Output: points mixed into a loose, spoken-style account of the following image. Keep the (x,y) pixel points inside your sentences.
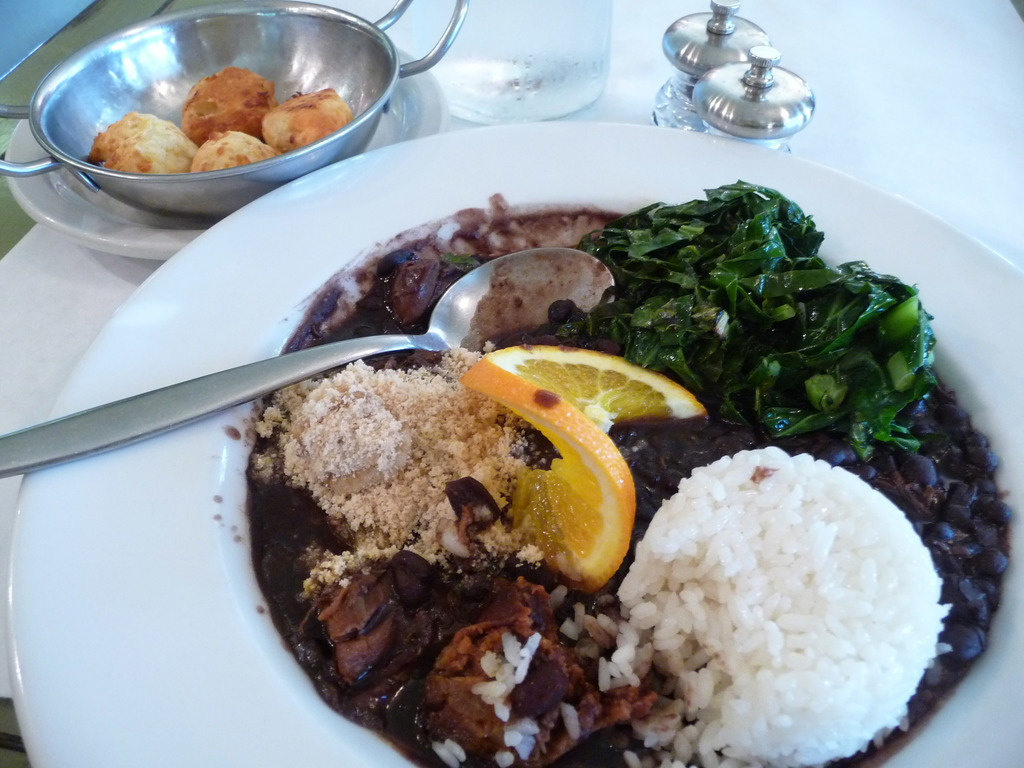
In this image there is a table (965,68), on that table (852,86) there is a plate (518,196) in that plate (458,178) there is some food item (405,464), behind that there is another plate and a bowl (92,75) in that bowl (123,65) there is some food item (234,94), beside that there is water bottle (543,33).
